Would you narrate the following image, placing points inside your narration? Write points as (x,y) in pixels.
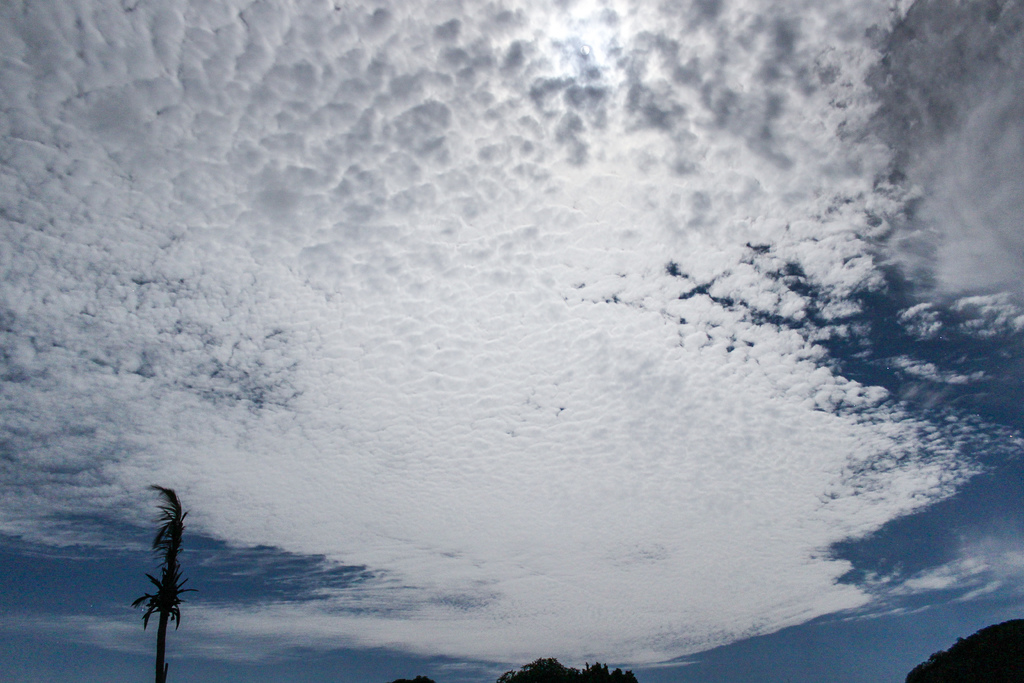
Here in this picture we can see the sky (740,456) is mostly covered with clouds (349,309) over there and we can also see trees (180,508) present over there.
